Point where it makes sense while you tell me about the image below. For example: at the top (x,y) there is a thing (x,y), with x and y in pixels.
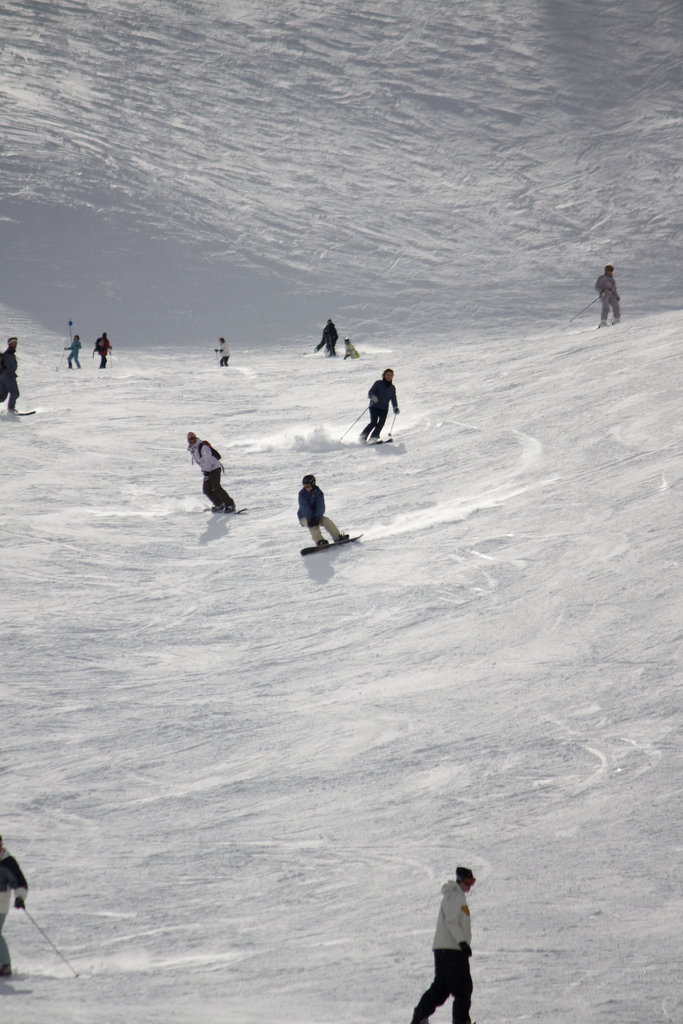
Land (368,29) is covered with snow (642,920). These people (312,524) are standing on snowboards (351,540).
